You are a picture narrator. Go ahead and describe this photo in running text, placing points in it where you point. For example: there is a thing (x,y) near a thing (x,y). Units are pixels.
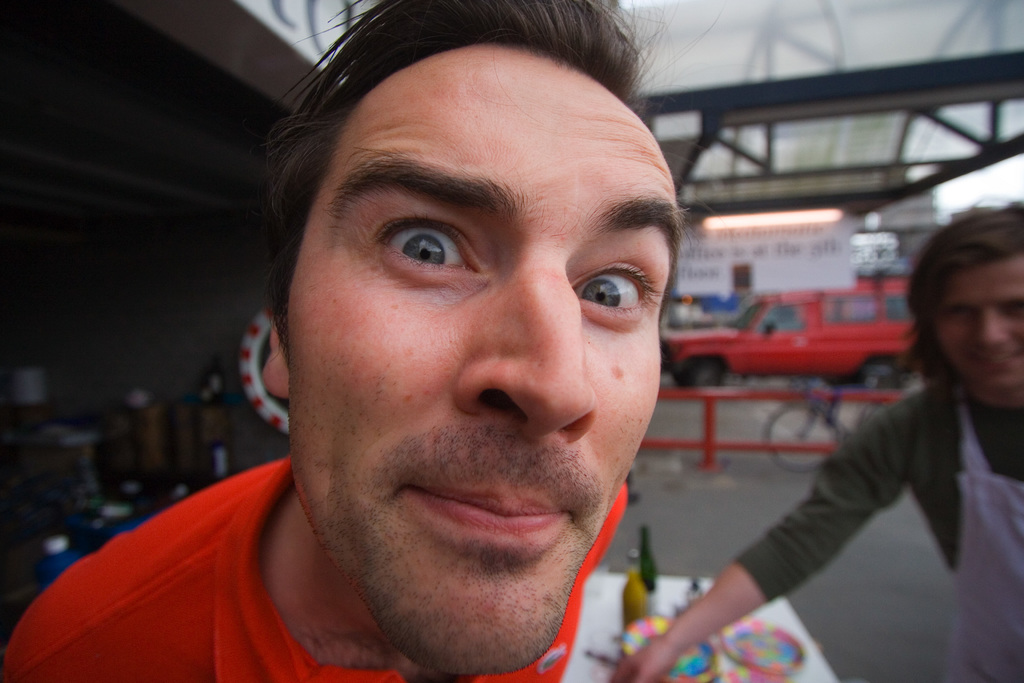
In this image, we can see a man (476,447) wearing a red t-shirt (259,660) and smiling. The background of the image (32,437) is blur. On the right side of the image (934,379), we can see another person (970,571), bicycle (847,435), vehicle (700,328), board (799,278), light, rods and few objects (770,680). On the left side of the image (130,309), there are few objects (116,407) and wall (134,269).
